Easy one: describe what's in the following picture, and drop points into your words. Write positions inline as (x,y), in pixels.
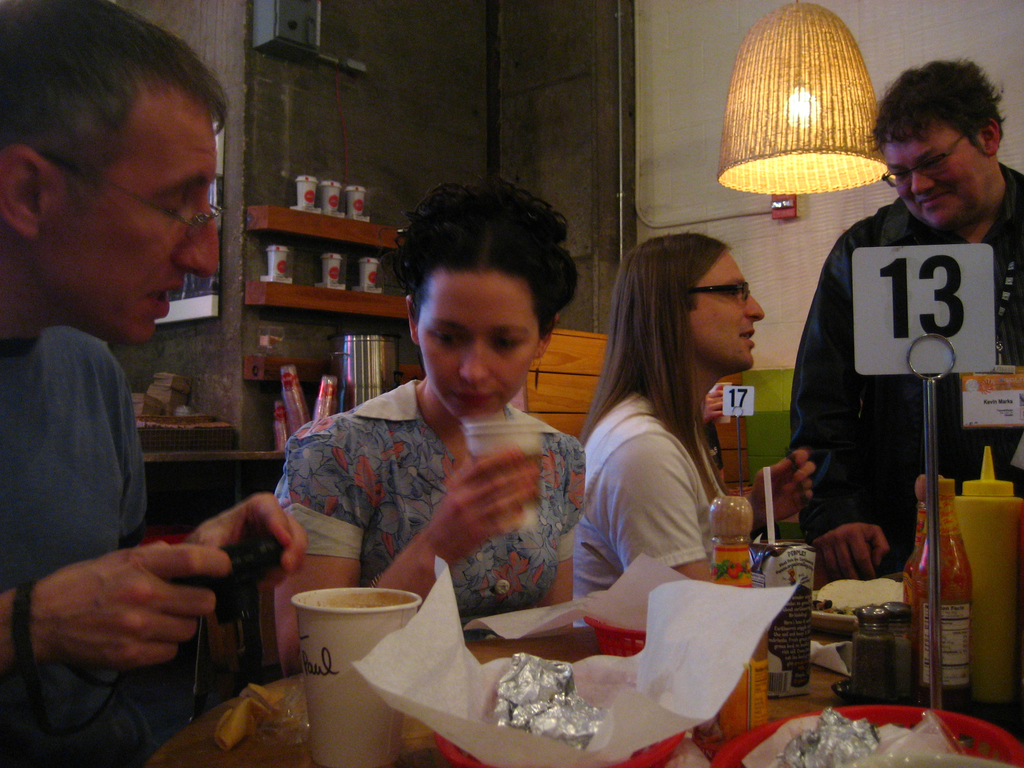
As we can see in the image there is a white color wall (675,130), light (786,161), glasses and few people (126,429) sitting and standing. In the front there is a table (274,744). On table (270,757) there is a glass (320,663), paper (663,672) and bowls (836,625).
